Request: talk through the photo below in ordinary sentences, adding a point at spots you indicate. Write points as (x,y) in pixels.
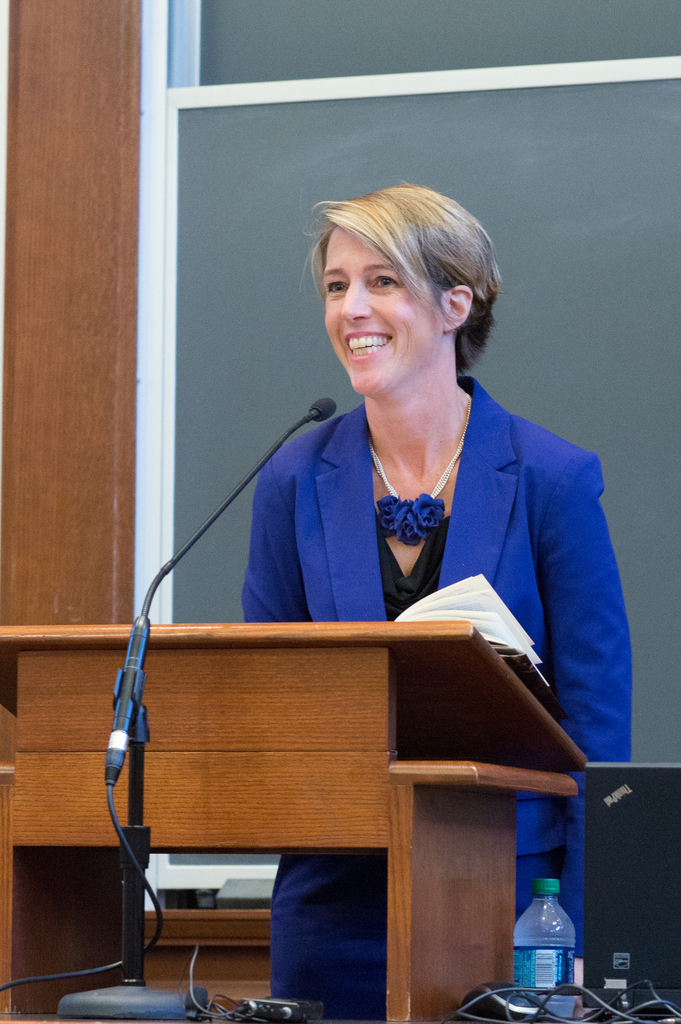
This is a picture of a woman (484,549) in blue blazer (529,553) was standing behind the podium (329,722) in the podium (426,646) there is a book (463,615). In front of the woman (374,500) there is a microphone (117,759) with stand (134,739) and a bottle (541,931). Behind the woman (391,475) there is a board (251,316) and a wooden wall (54,378).
